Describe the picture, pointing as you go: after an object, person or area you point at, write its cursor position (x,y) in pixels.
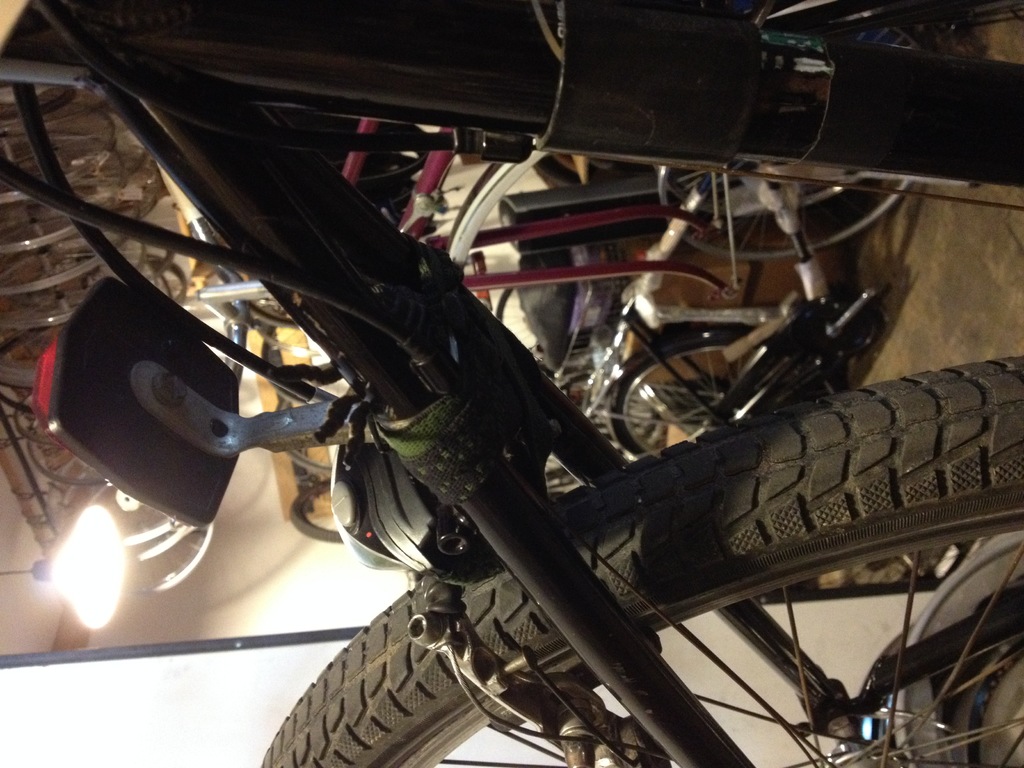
In this picture we can see a bicycle (659,585) in the front (597,596), in the background (334,597) there is a wall (355,605) and some bicycles (213,310), we can see a light (89,590) on the left side (95,568).
